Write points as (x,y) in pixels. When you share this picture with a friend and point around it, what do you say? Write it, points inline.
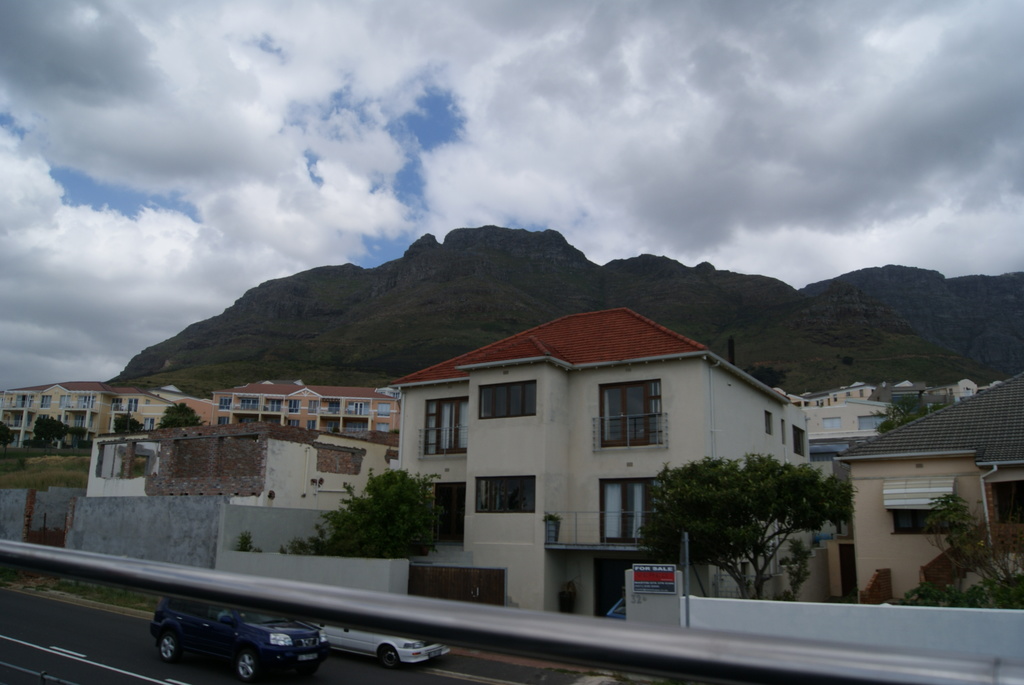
In the picture I can see buildings (518,487), trees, vehicles (386,649) on the road (264,680). In the background (487,258) I can see mountain (566,242) and the sky (422,92).
